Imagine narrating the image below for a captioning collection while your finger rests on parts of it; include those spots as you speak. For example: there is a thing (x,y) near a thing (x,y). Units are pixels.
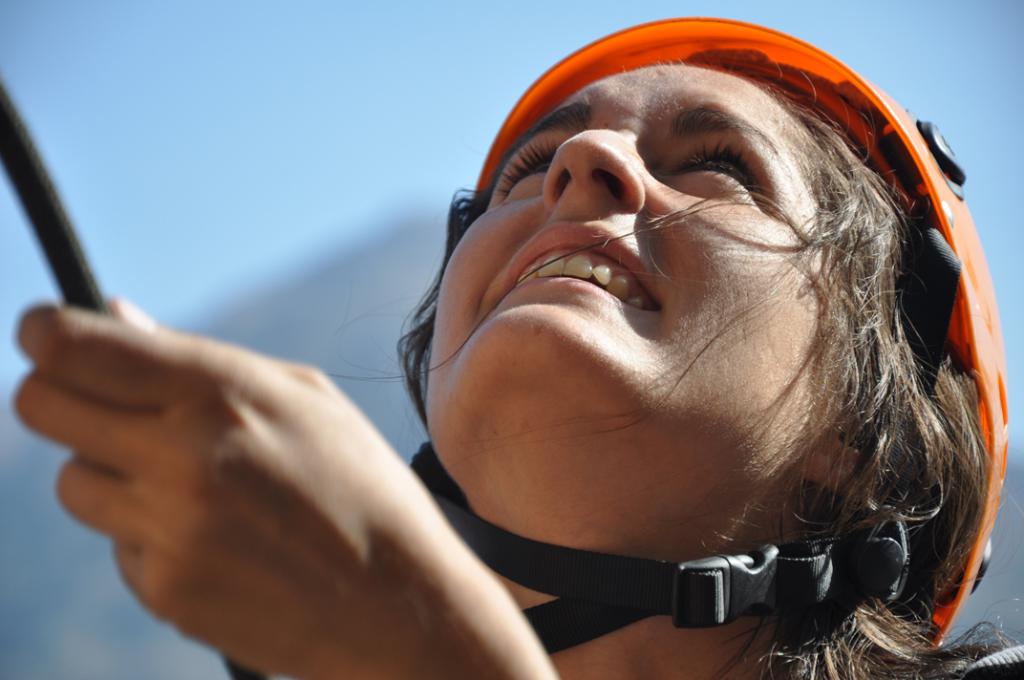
In this image in the front (512,459) there is a person (685,492) smiling and holding an object (59,271) which is black in colour and the background (36,273) is blurry.
